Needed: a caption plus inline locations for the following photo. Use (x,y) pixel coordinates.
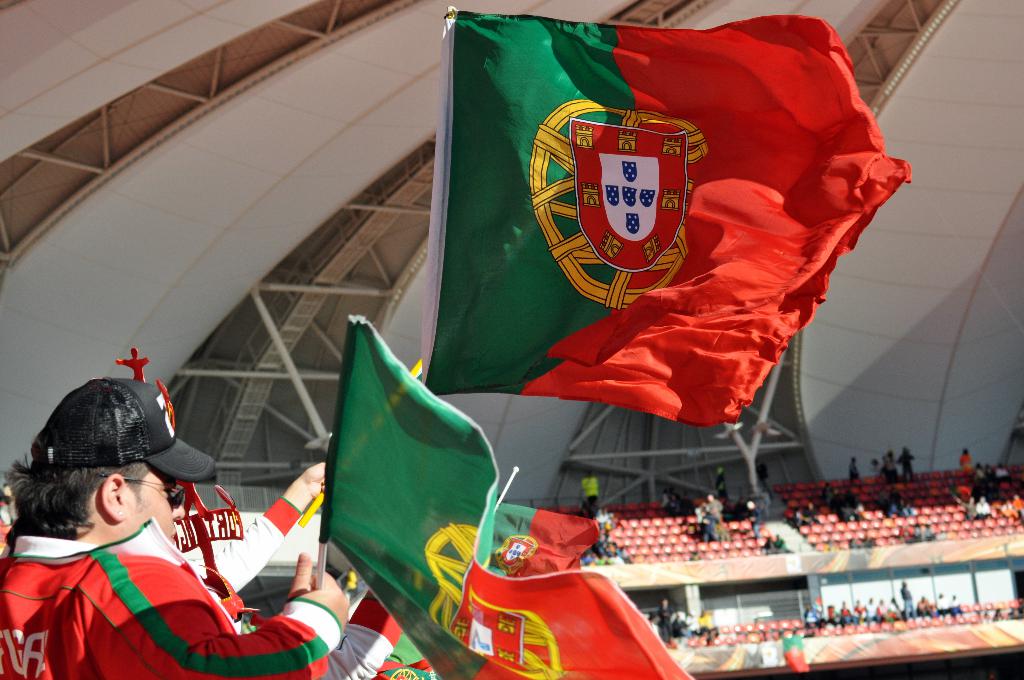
In this image we can see people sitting on the chairs (835,545) in the stadium (804,557) and some of them are holding flags (523,363) in their hands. In the background (337,215) there are iron grills (309,252).
